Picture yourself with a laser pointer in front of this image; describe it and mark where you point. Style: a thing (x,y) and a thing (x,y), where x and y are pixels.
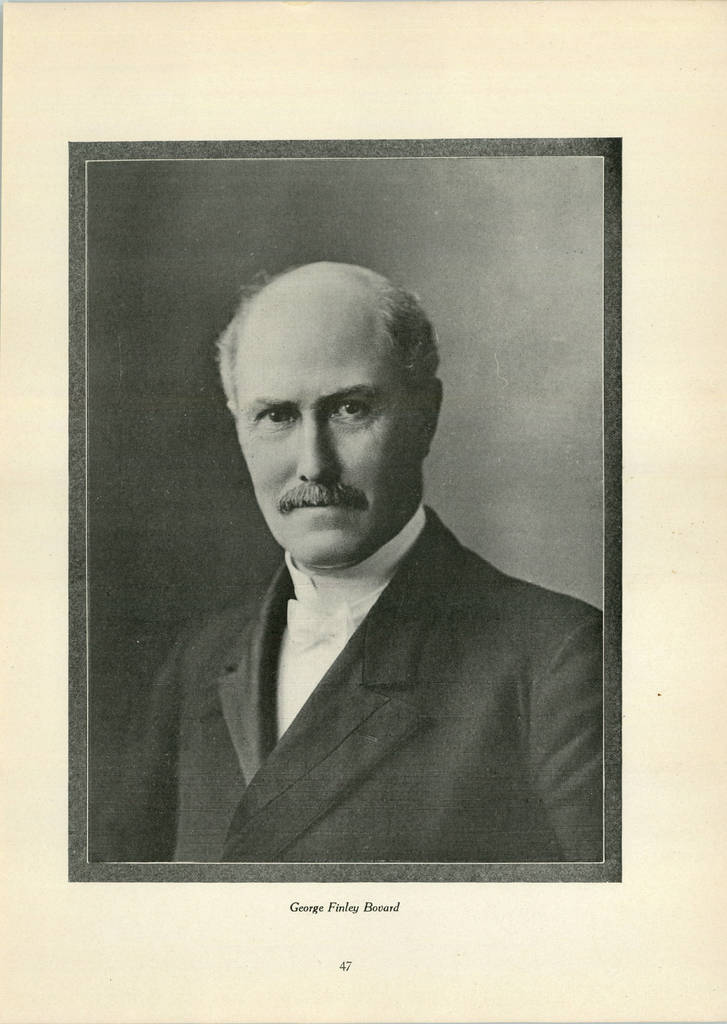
This is a black and white image. In this picture, we see a man (304,698) is wearing a white shirt (330,647) and a black blazer (312,796). He is posing for the photo. In the background (224,599), it is black in color. This picture might be a photo frame (571,455) or a poster (110,687). In the background (46,180), it is white in color. At the bottom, we see some text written on it.
